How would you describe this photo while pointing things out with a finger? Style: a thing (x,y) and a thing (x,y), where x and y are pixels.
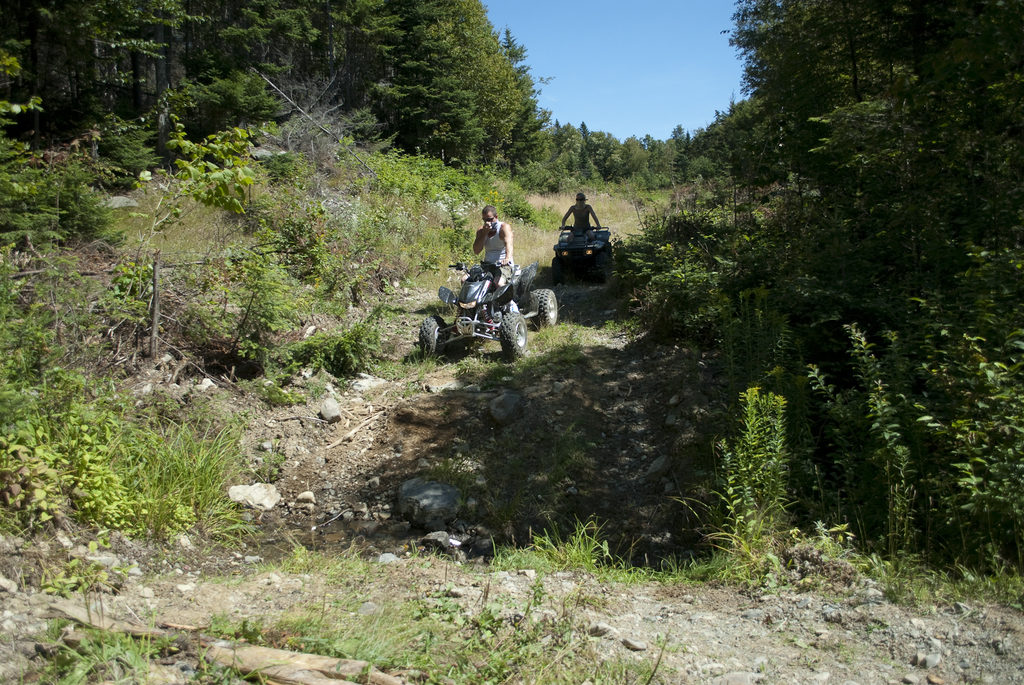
In the image in the center (499,250), we can see two persons (492,212) are sitting in the vehicles (505,292). In the background (520,219), we can see the sky (574,118), trees (685,241), plants (685,241) and grass (619,671).
